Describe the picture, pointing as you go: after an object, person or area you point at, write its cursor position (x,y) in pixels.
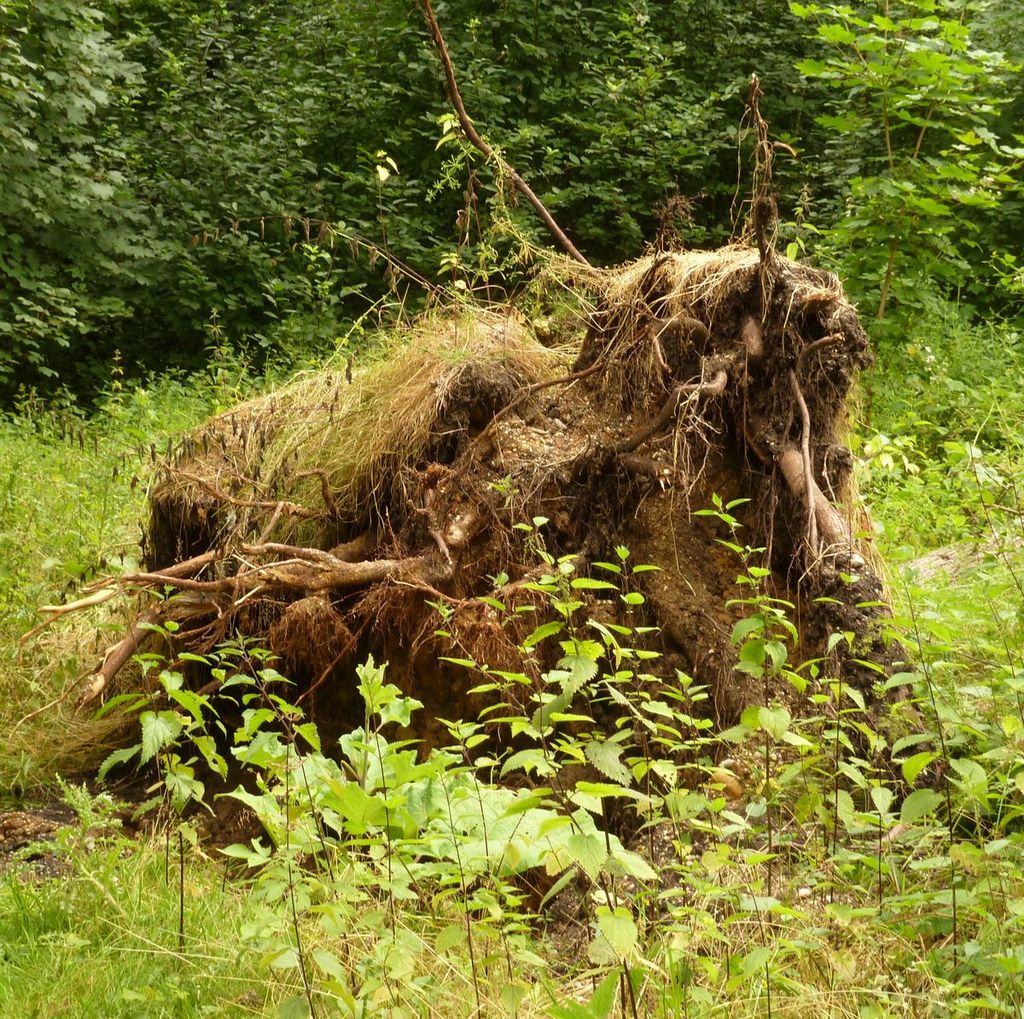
In this image, we can see the roots (454,528) of a tree (294,648). We can see some grass (146,862) and plants (93,841). There are a few trees (827,184).
